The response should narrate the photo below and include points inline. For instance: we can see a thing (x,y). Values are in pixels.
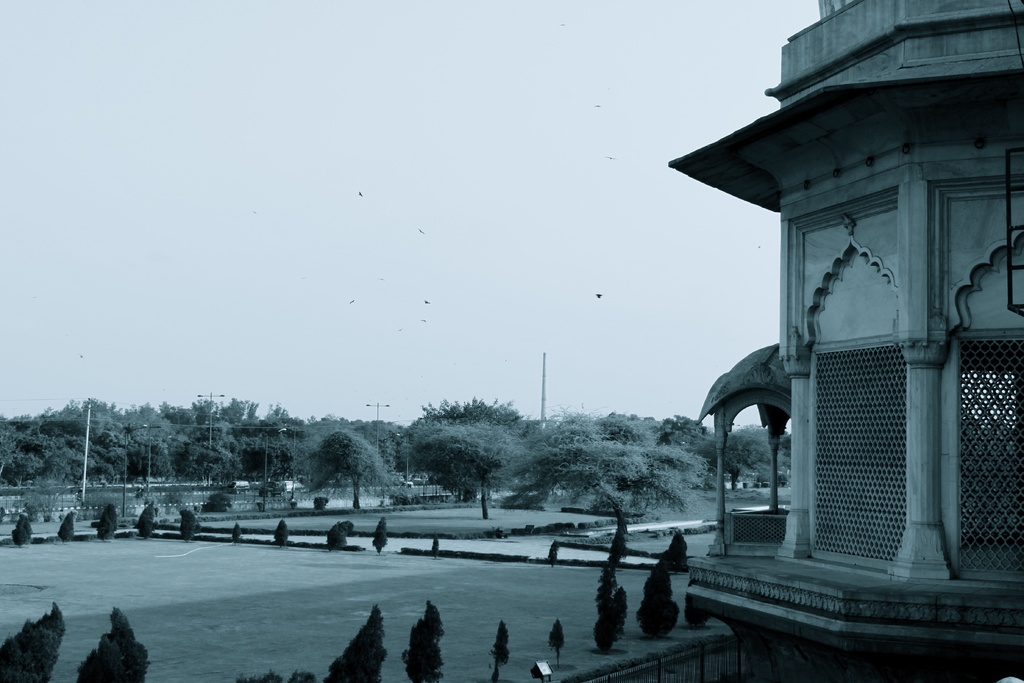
In this image there is the sky (435,157) towards the top of the image (400,149), there are trees (545,455), there are poles (265,444), there are streetlights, there are plants (413,650), there is grass (353,576), there is a building (828,397) towards the right of the image (847,244), there is a light (552,671) towards the bottom of the image (539,660), there are birds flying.
